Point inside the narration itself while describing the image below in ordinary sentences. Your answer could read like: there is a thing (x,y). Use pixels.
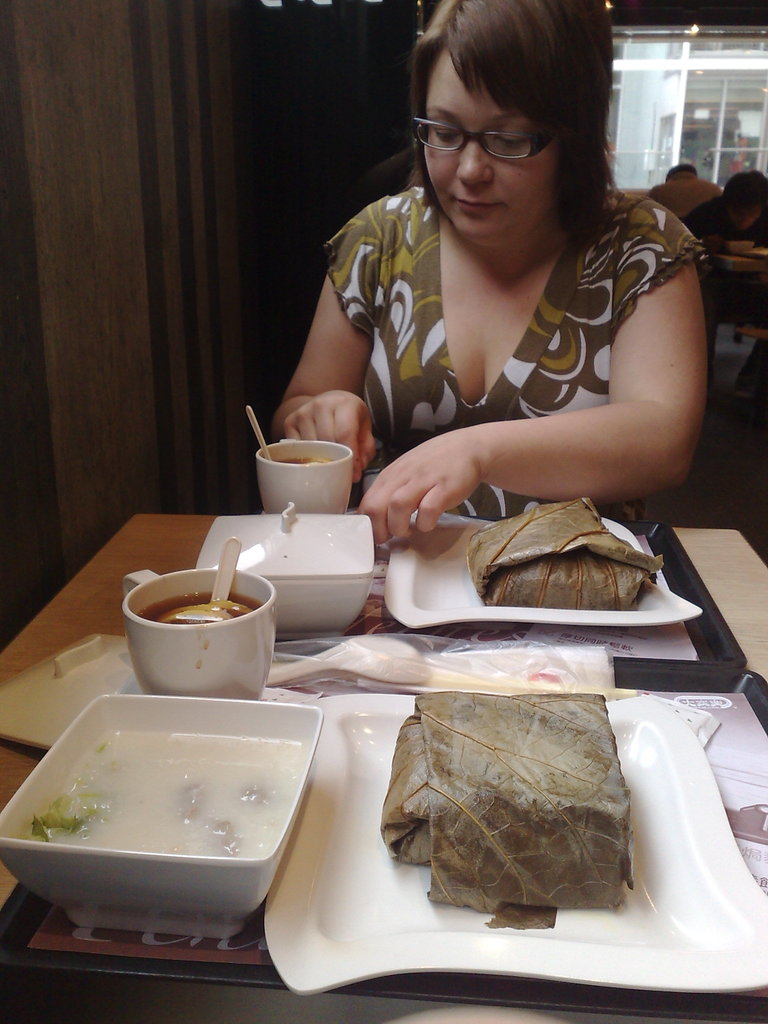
In this image we can see a woman (438,468) wearing the spectacles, in front of her we can see a table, on the table (35,767), there are some plates (422,608), bowls (295,537) with some food (513,551) and cups (213,624), in the background (689,172) we can see two persons (696,180) sitting.
